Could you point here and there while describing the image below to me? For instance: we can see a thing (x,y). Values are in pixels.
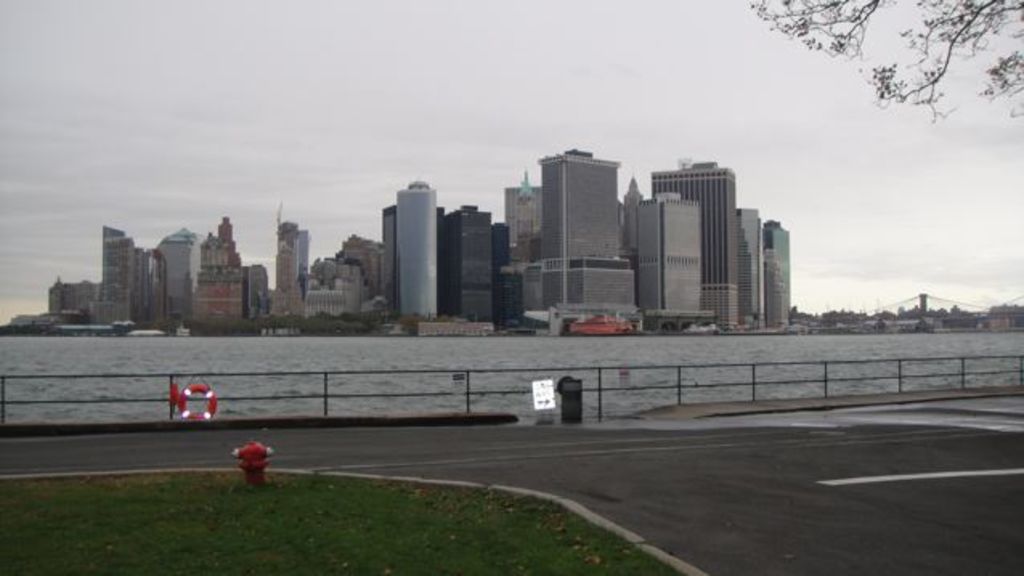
In this picture we can see a hydrant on the ground (364,535), here we can see the road (689,488), buildings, trees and some objects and we can see sky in the background (995,18).
